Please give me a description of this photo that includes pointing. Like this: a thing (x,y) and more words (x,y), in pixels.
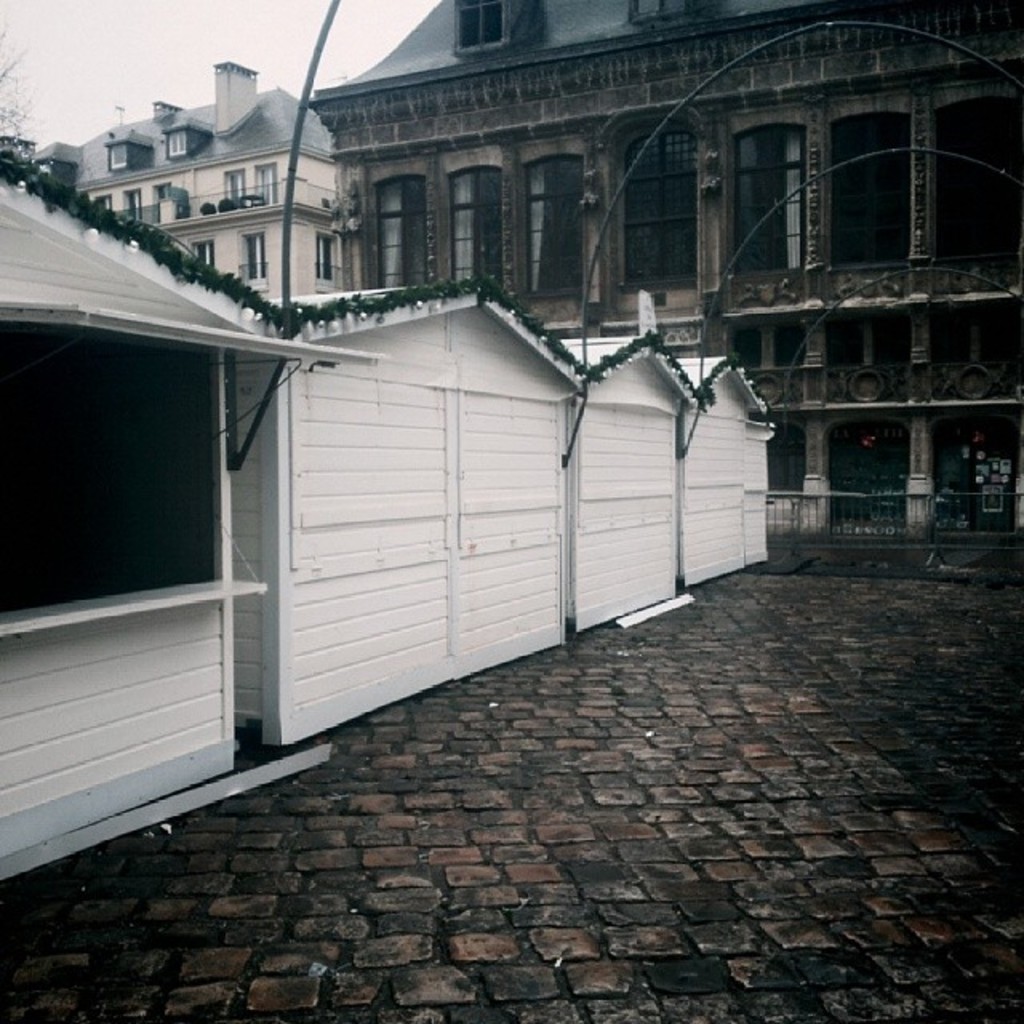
In the middle of the image (668,353) there are some sheds (95,250). Behind the sheds (741,388) there are some buildings (217,80) and trees (9,70). At the top of the image (287,74) there is sky (373,7).
